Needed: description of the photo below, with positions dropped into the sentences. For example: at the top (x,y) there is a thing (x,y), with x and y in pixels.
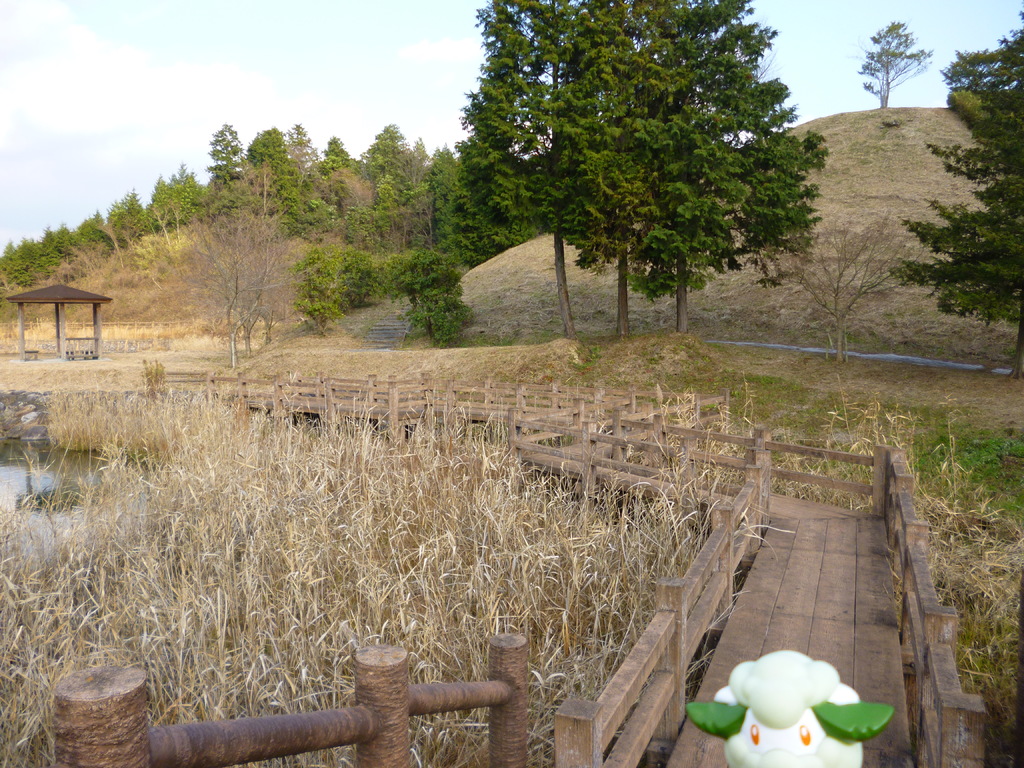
In this image we can see a walkway bridge (692,666), lawn straw (519,502), hills (858,146), trees (576,218) and sky (966,37) with clouds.
